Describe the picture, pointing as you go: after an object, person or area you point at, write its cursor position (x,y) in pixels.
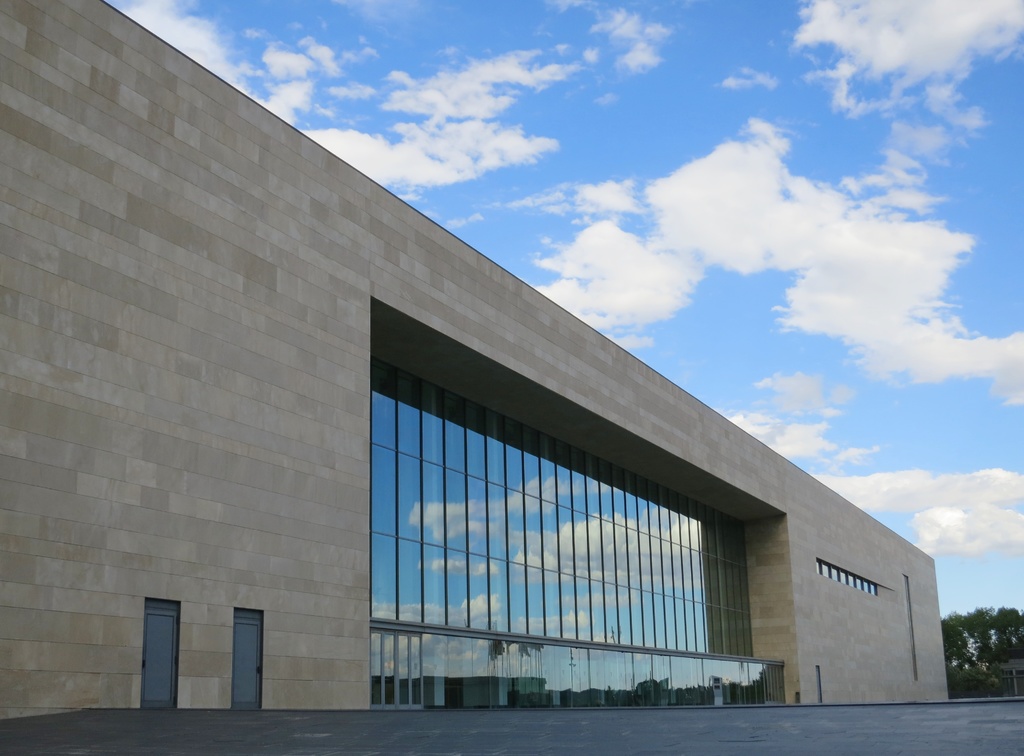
In this picture I can see a building (341,480) and couple of doors (237,657) and I can see trees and a blue cloudy sky (679,178).
